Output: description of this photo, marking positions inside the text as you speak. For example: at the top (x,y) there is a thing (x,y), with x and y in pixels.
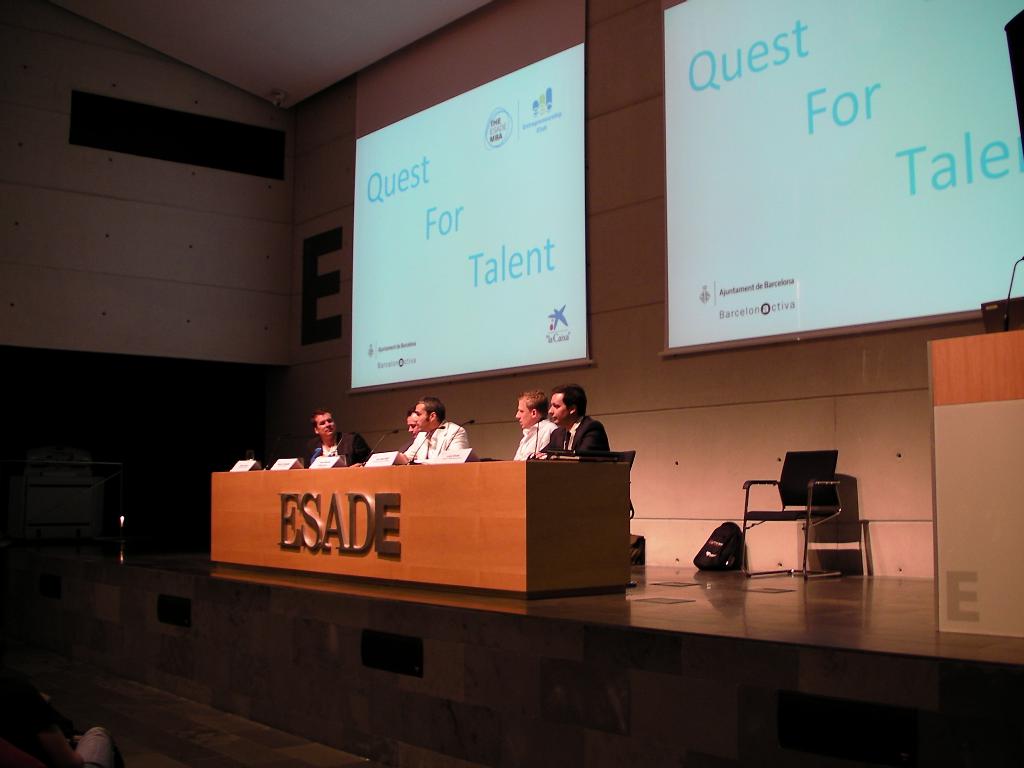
This picture might be taken inside a conference hall (606,732). In this image, on the right side (1003,388), there is a podium (1007,386). On that podium (1019,377) there is a laptop (1009,313) and a microphone (1005,325). In the middle (452,435), we can see group of people (326,437) sitting on the chair (628,467) in front of a table (429,474). On the left corner (8,717), we can see a person (24,728) sitting on the chair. In the background (398,163) there are some screens (501,214). On top (384,1) there is a roof (359,40).
